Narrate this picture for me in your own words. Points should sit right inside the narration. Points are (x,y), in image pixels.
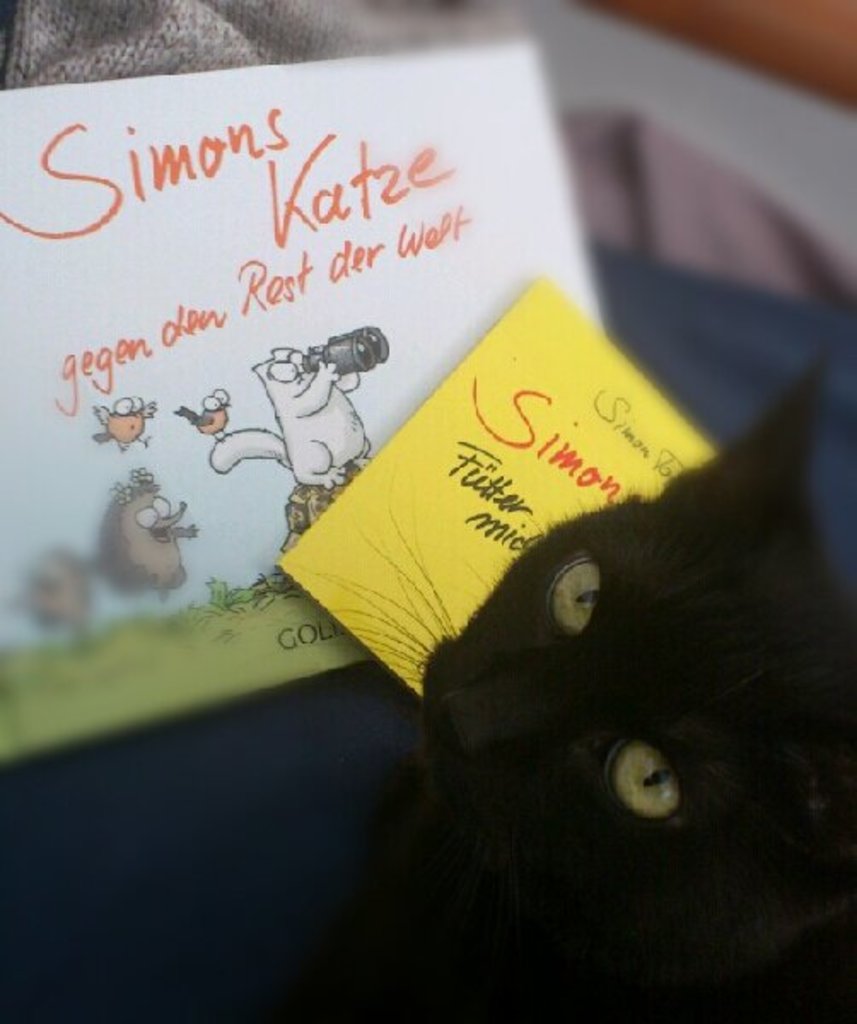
There is a black cat (593,798) at the bottom of this image (515,828). We can see two books (310,397) are present in the middle of this image (454,417).
